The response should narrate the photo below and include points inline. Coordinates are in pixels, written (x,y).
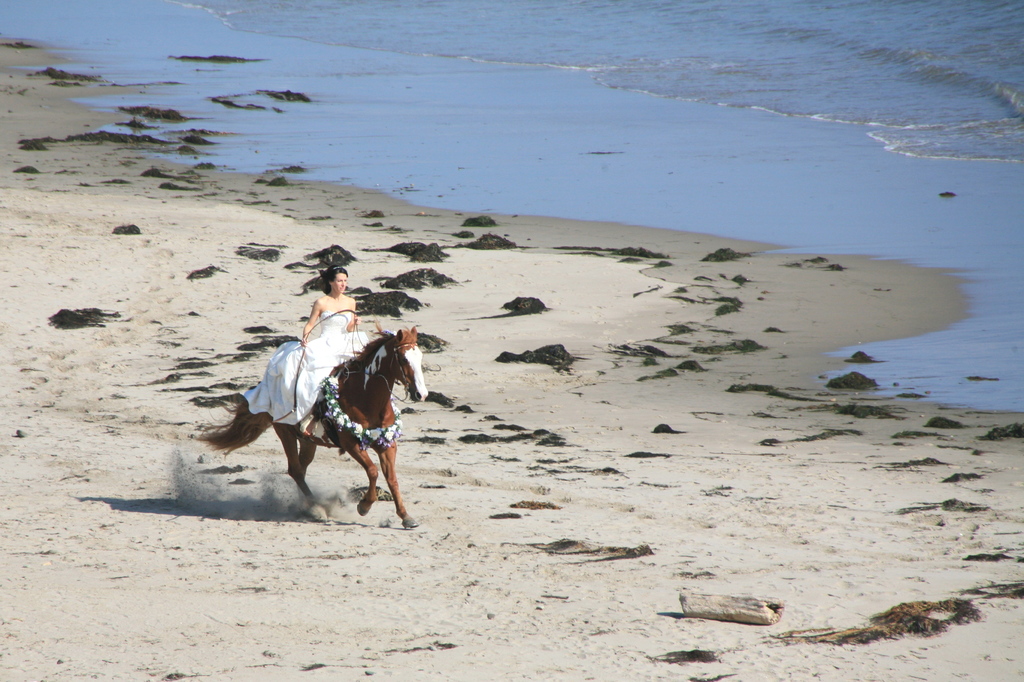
In this picture there is a woman (351,328) riding a horse (392,359) and on to her left there is a sea (946,68).
